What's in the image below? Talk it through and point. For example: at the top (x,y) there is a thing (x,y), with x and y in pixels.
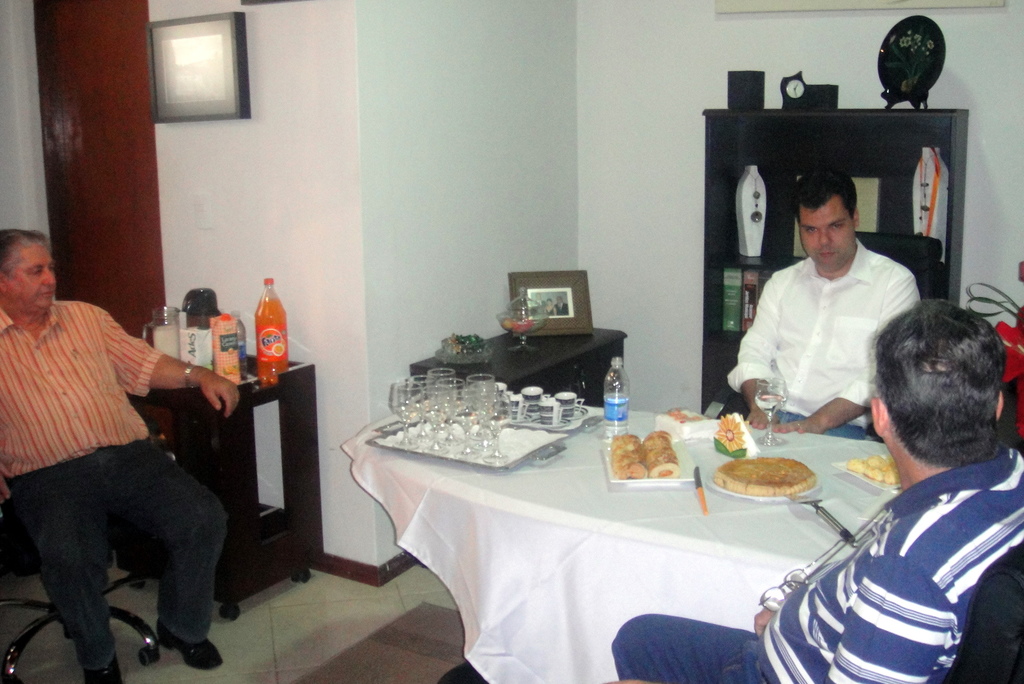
There are three persons (816,395) in this room (831,568). There are two tables (402,503). On the table (574,527) having a white table sheet (571,531). On the table (544,488) there are glasses (449,401), cups (558,415), trays (527,442), food items (642,467), bottle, knife (701,493). Another table (293,369) there are bottles (270,338), photo frame (562,290). There is a cupboard (737,180). On the cup board (759,132) there is a clock (789,79). In the background (393,128) there is a wall (460,113).
